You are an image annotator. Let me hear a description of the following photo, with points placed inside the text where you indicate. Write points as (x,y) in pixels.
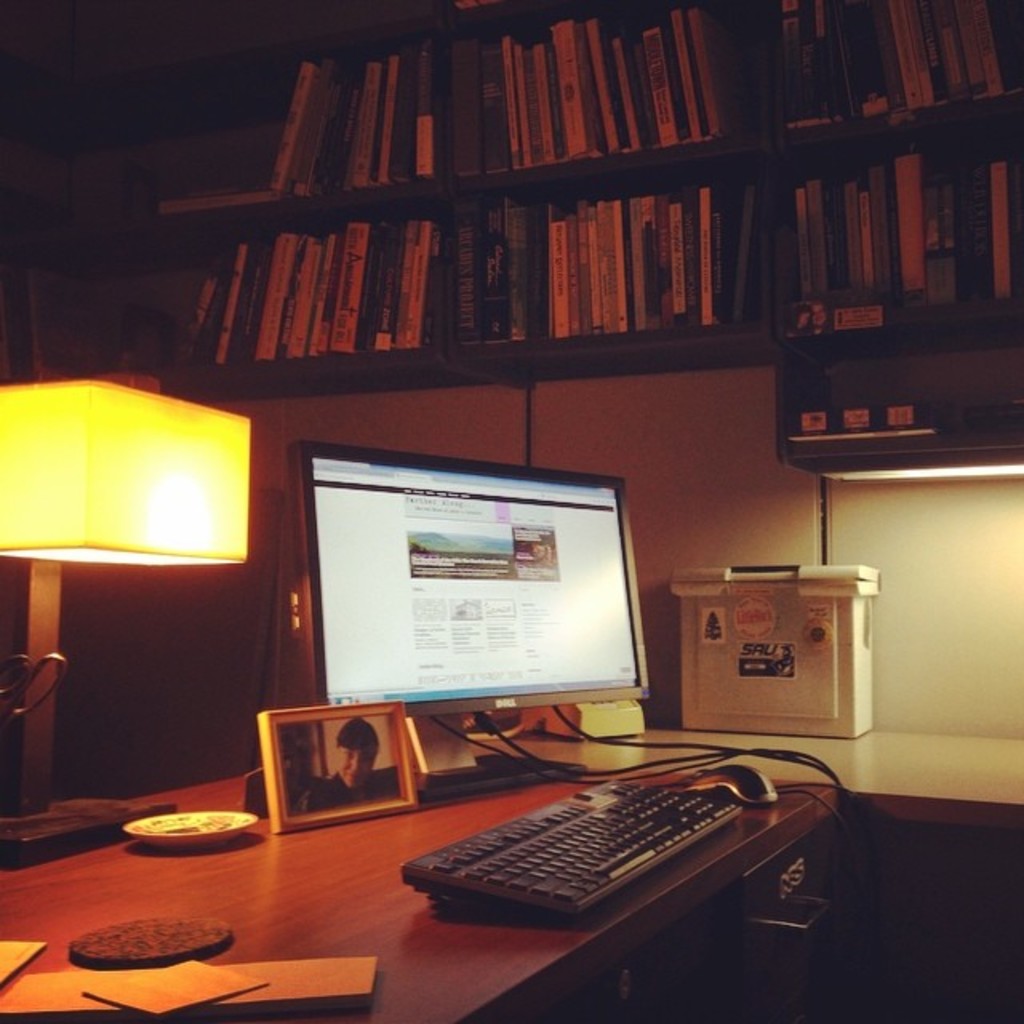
there is a table (364,905) on which there is a keyboard (556,827) and a computer (524,661) and a photo frame (317,796) and a lamp (32,601) in yellow color beside the table (371,923) there is a rack (265,210) on which books (370,144) are kept.
